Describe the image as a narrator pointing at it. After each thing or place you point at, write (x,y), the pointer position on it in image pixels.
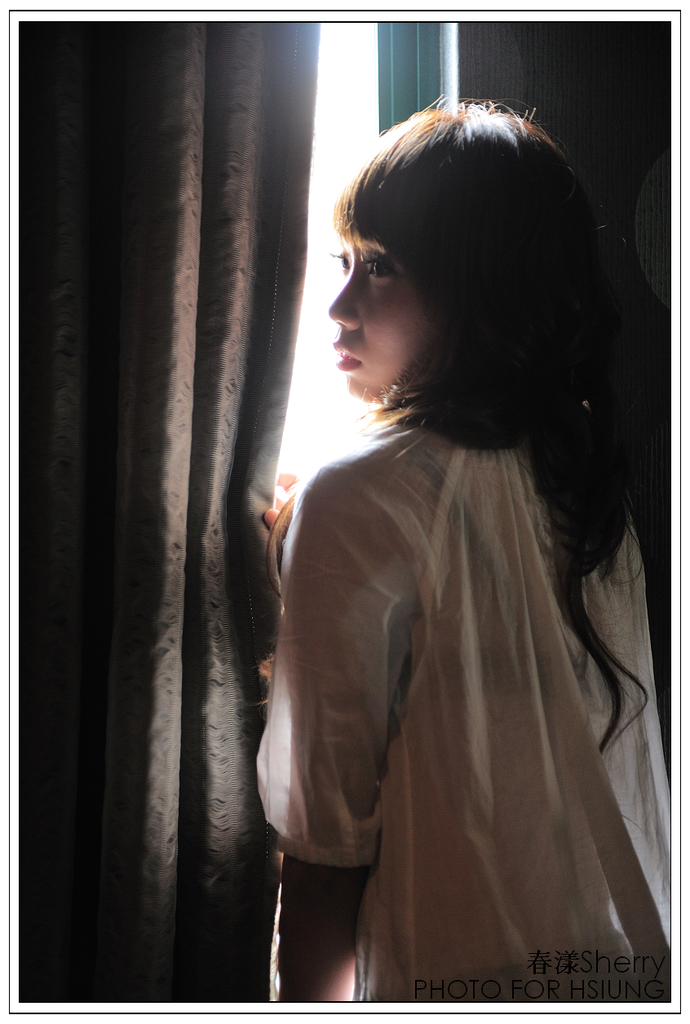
In this image a woman (352,341) visible in front of curtain (143,190), at the bottom there is a text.
